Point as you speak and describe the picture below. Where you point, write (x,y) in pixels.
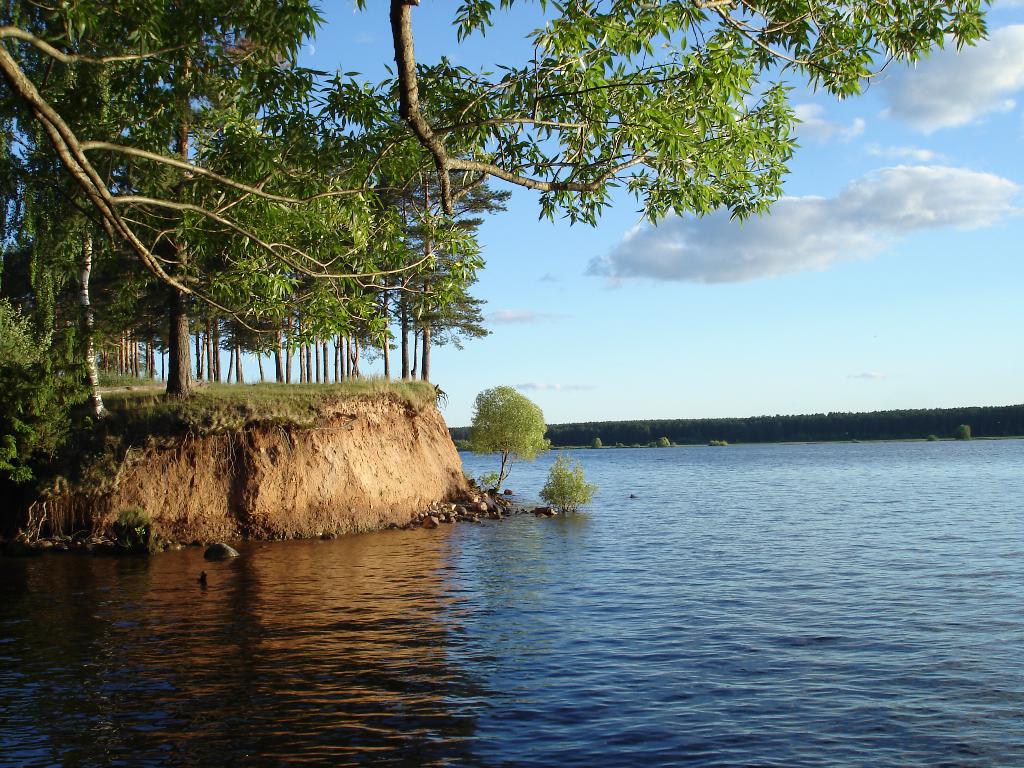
In this image I can see the water (486,593), few plants (509,396), the ground (347,396), and few trees (184,189). In the background (358,16) I can see few trees (721,426) and the sky (834,237).
